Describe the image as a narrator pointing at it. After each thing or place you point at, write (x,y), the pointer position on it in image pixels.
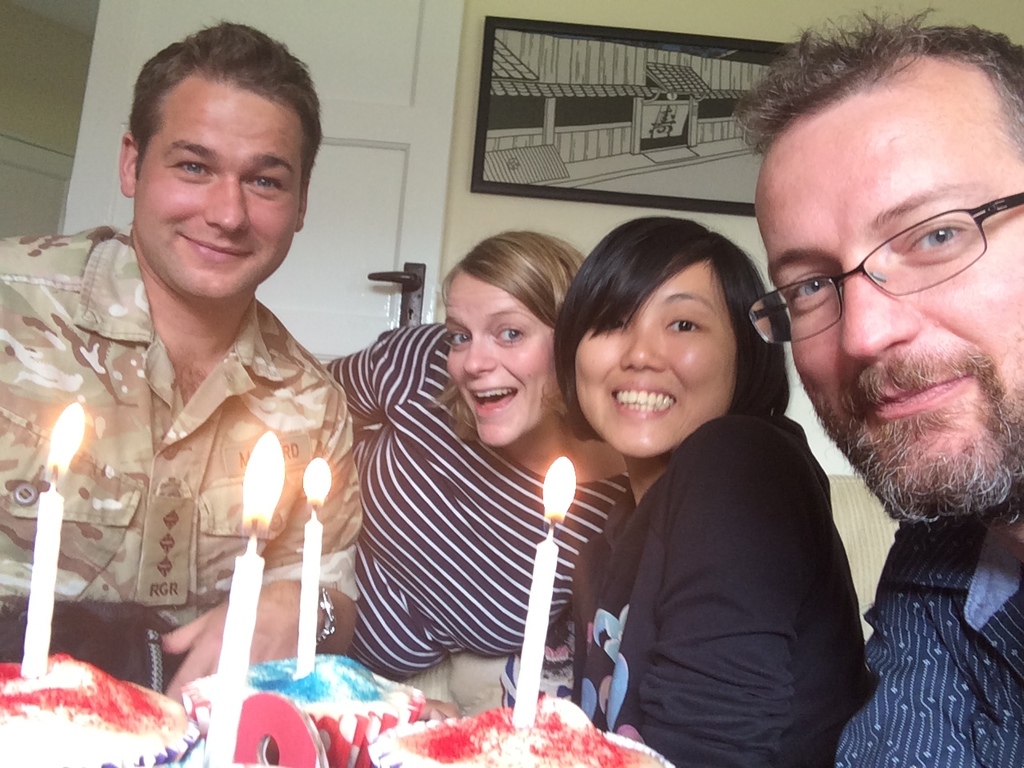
There are four person (509,441) in different color dresses (412,366), smiling and sitting on chairs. In front of a table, on which, there are candles (42,564) arranged on the cakes (353,706). In the background (435,184), there is a photo frame (569,118) on the wall (477,220), near a white color door (411,27).
